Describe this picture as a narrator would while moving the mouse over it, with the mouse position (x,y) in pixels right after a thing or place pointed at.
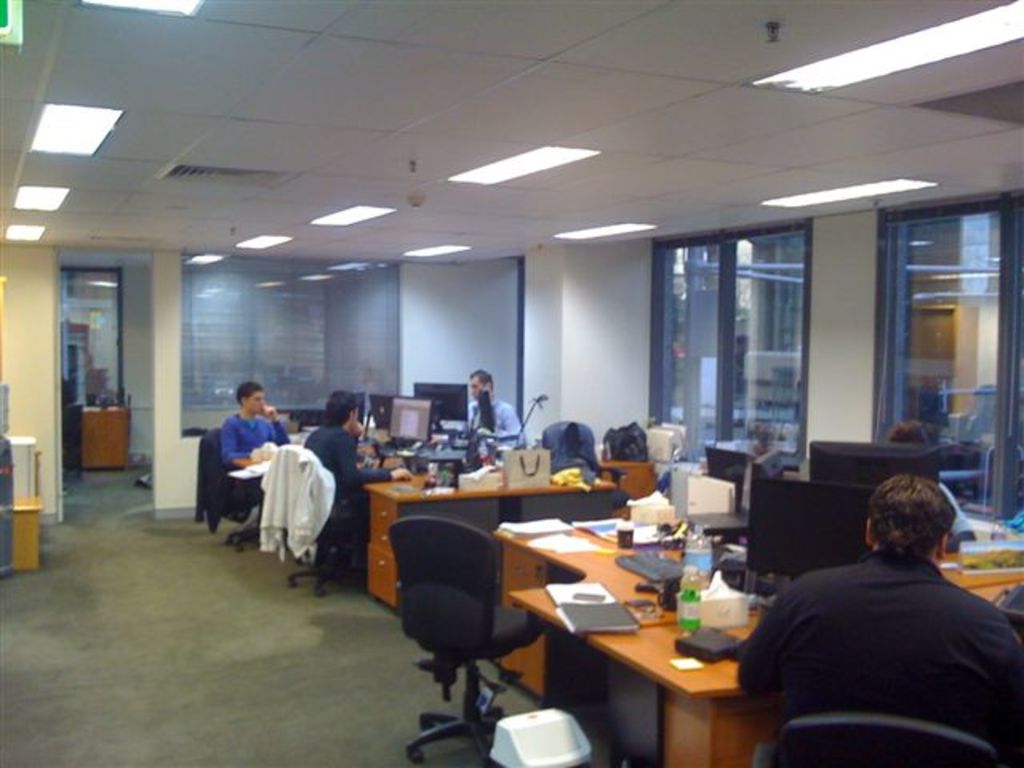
In the image we can see there are lot of people (1007,714) who are sitting on chair (355,564) and table (518,488) there is computer (412,403), bag (516,475), bottle (691,595) and file (586,619).
